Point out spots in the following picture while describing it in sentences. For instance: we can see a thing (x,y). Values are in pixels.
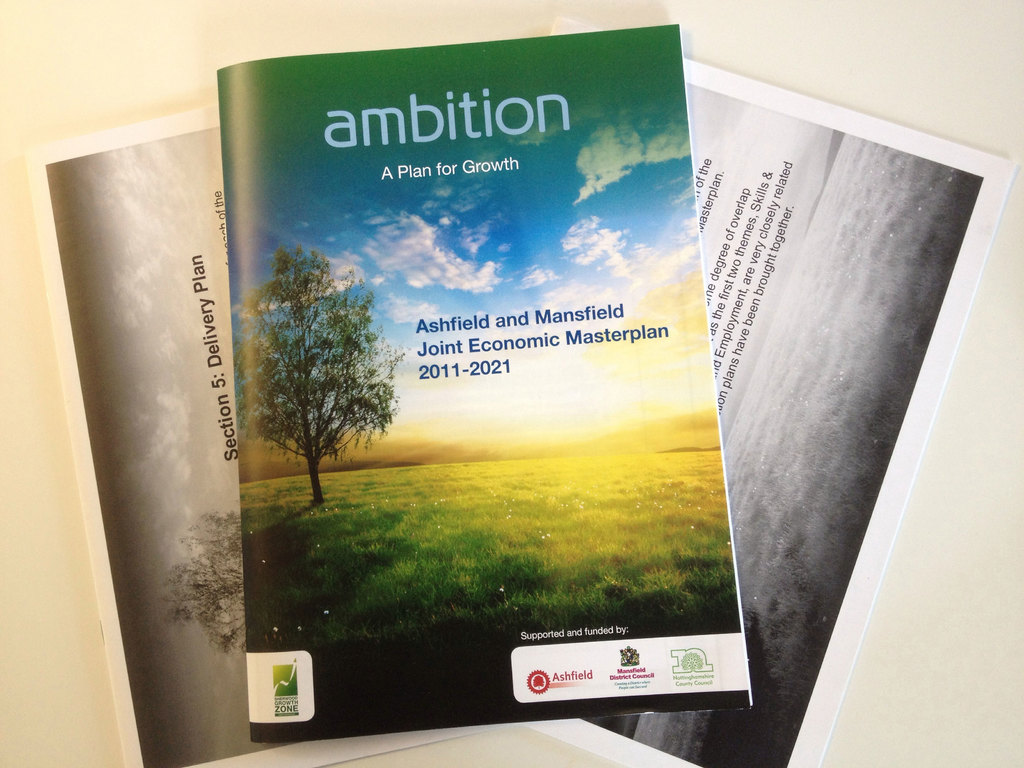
In this image we can see a book (479,336) and some papers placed on the surface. In that we can see some pictures (418,436) and text (429,369) on it.
